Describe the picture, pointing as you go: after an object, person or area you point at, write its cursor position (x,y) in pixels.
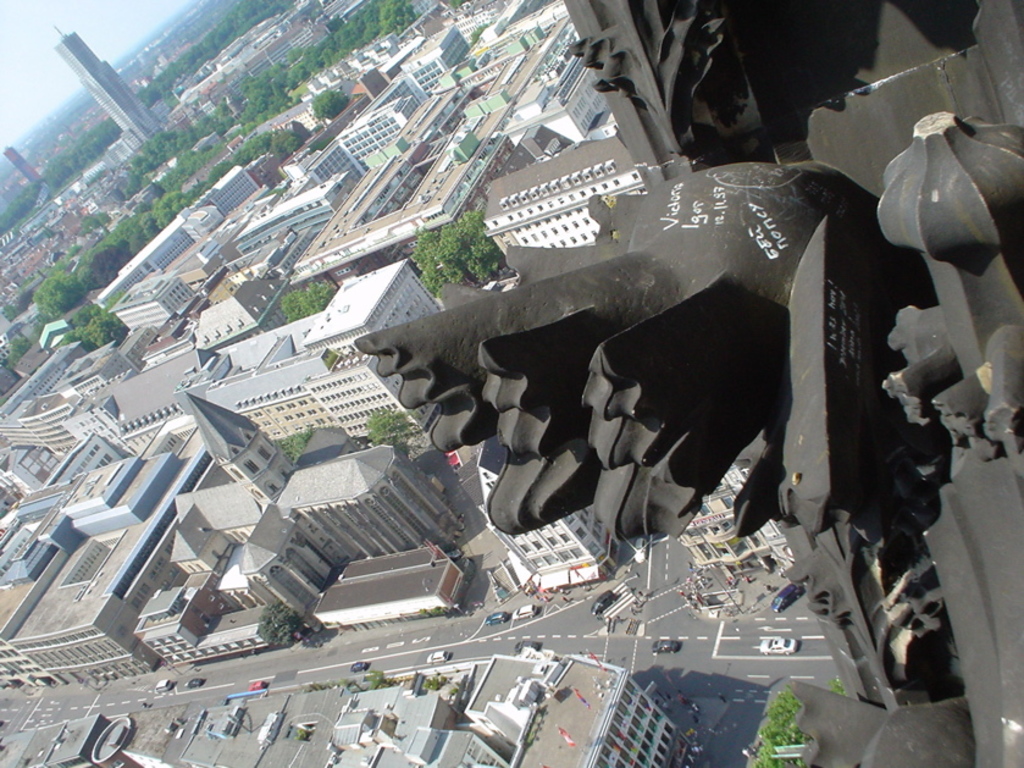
On the right side of the image (932,266) we can see carved stone (786,155). On the left side (26,641) and middle of the image (395,502) there are buildings (374,238), trees (100,246), sky (10,90), vehicles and road (18,699).
